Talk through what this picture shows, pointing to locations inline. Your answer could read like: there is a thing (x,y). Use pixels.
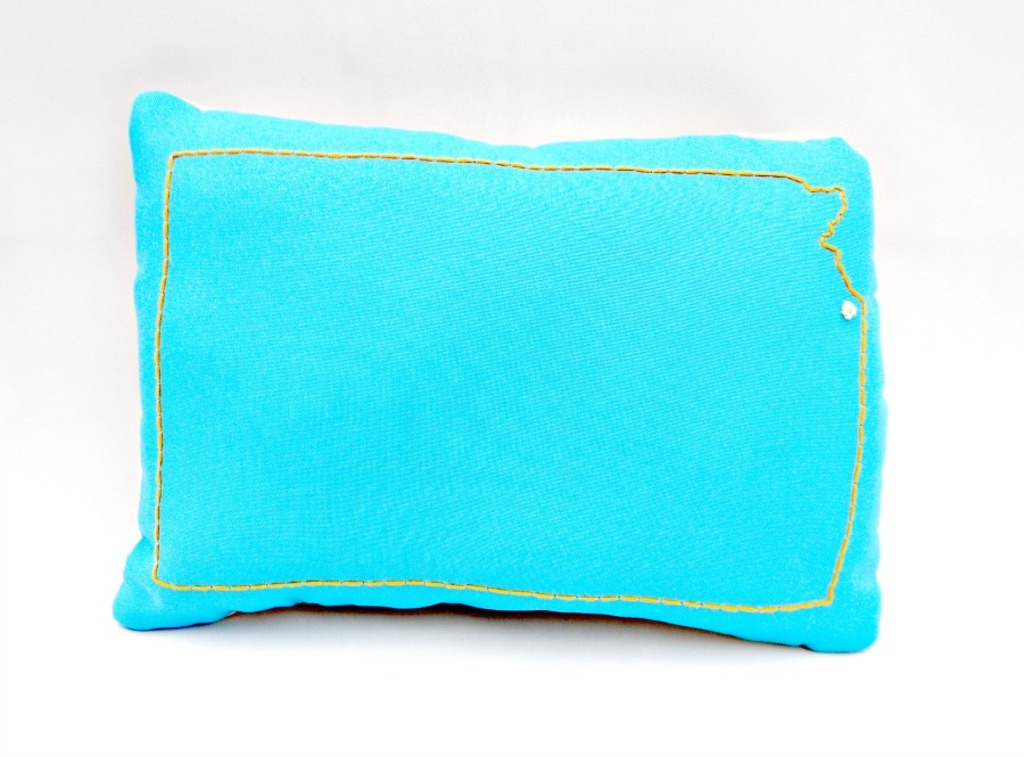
In the center of the image (678,257) there is a pillow (526,600).
